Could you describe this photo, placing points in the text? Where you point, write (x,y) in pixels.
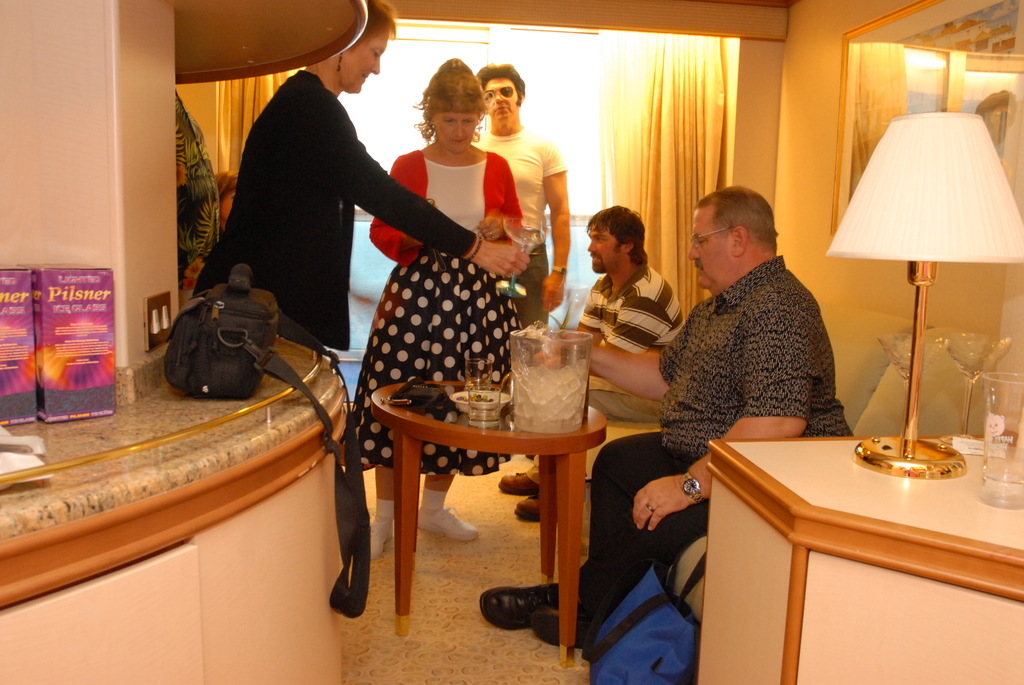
In the image in the center (668,353), we can see two persons (665,340) are sitting and few people (396,182) are standing. Between them, we can see one table (420,423). On the table (389,420), there is a bowl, glass (477,371) and container (517,400). And on the left (210,478) and right side (933,560), we can see tables (193,515). On the tables (327,497), we can see one glass (990,494), packets (79,298) etc. In the background (633,167) there is a wall (761,105), mirror (990,117) and curtain (647,135).
